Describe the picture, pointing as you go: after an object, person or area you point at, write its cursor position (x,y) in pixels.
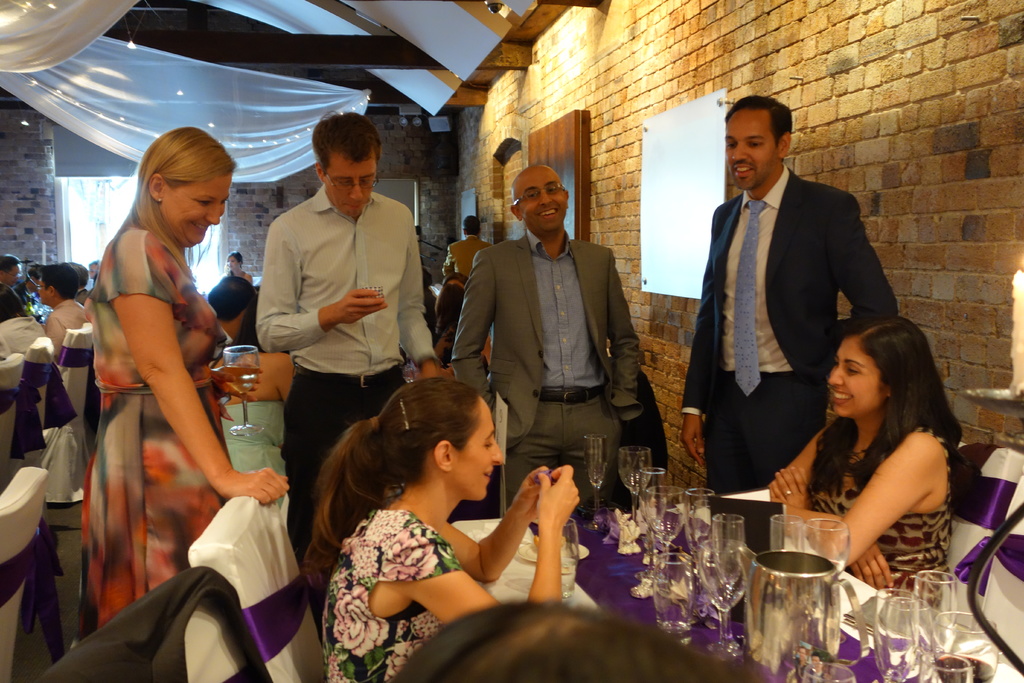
In this image few persons (73,322) are sitting on the chairs (91,328). Few persons (496,290) are standing before a table (714,555) having few glasses (742,577) and jar (796,639) on it. A person (440,363) wearing white shirt (375,277) is holding an object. A person (759,332) wearing suit (814,307) and tie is standing beside to a woman (902,492) sitting on the chair (965,502). Few frames (583,201) are attached to the wall (635,151). Few clothes (287,103) are hanged from the roof (177,31).
